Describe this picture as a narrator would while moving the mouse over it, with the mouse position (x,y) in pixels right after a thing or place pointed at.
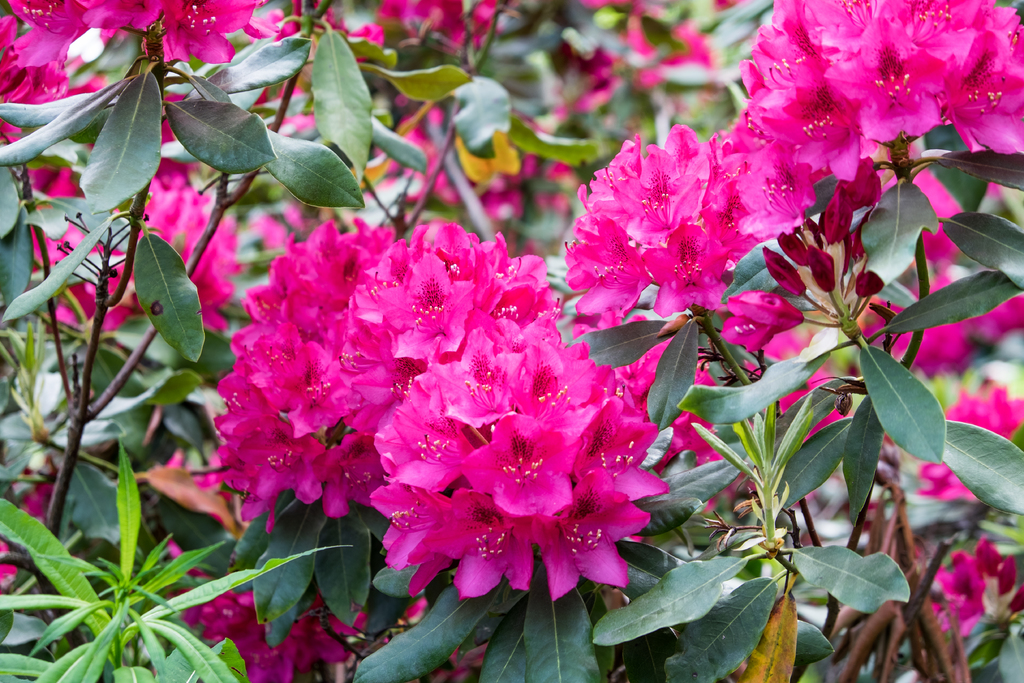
This image is taken outdoors. In this image there are a few plants (316,185) with leaves (318,189), stems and many flowers (389,392). Those flowers (280,263) are dark pink in color.
